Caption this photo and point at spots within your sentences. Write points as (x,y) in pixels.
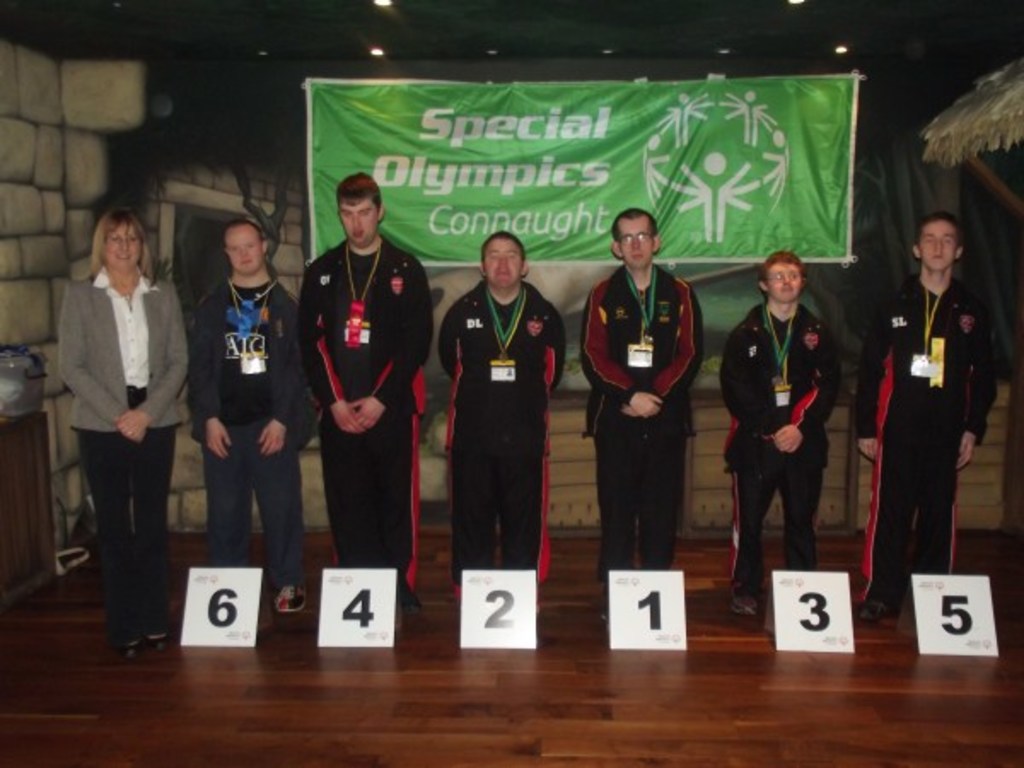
In this image we can see these people (654,274) wearing black dresses (912,319) are standing near the boards (240,601) on the wooden floor (223,683) and also this woman (105,326) wearing blazer (97,409) is standing here. In the background (473,133), we can see the green color banner (514,225) with some text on it, the wall (286,121) and the lights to the ceiling (183,19).
